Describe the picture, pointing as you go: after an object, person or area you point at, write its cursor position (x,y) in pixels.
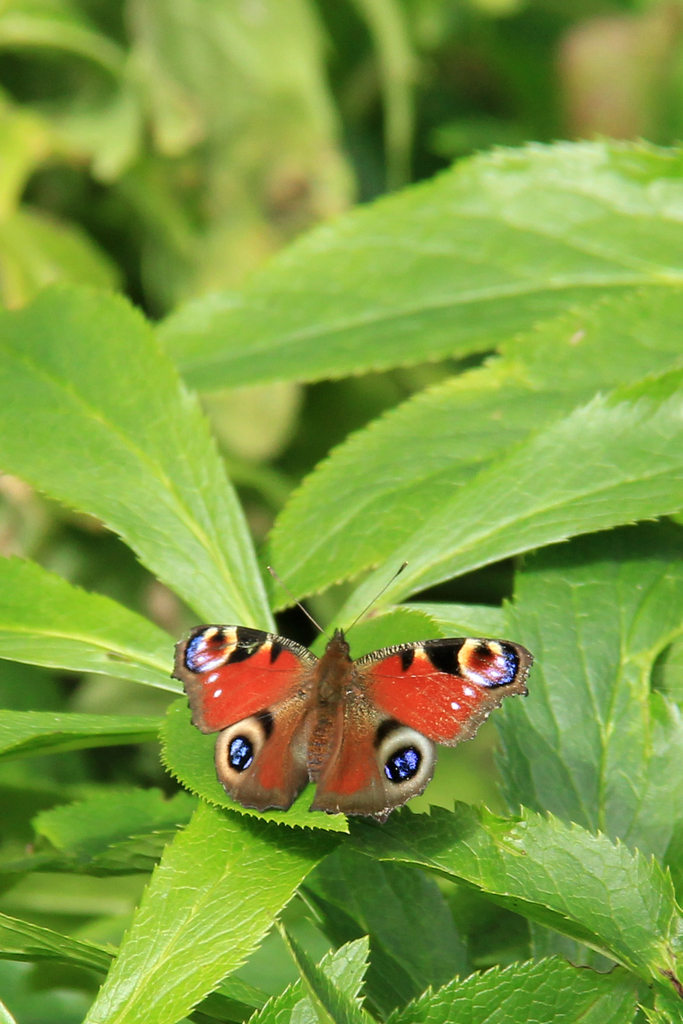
In this image in the middle (312,671) there is a beautiful butterfly (353,725). In the background (253,566) there is a plant (360,264) and leaves (323,360).
